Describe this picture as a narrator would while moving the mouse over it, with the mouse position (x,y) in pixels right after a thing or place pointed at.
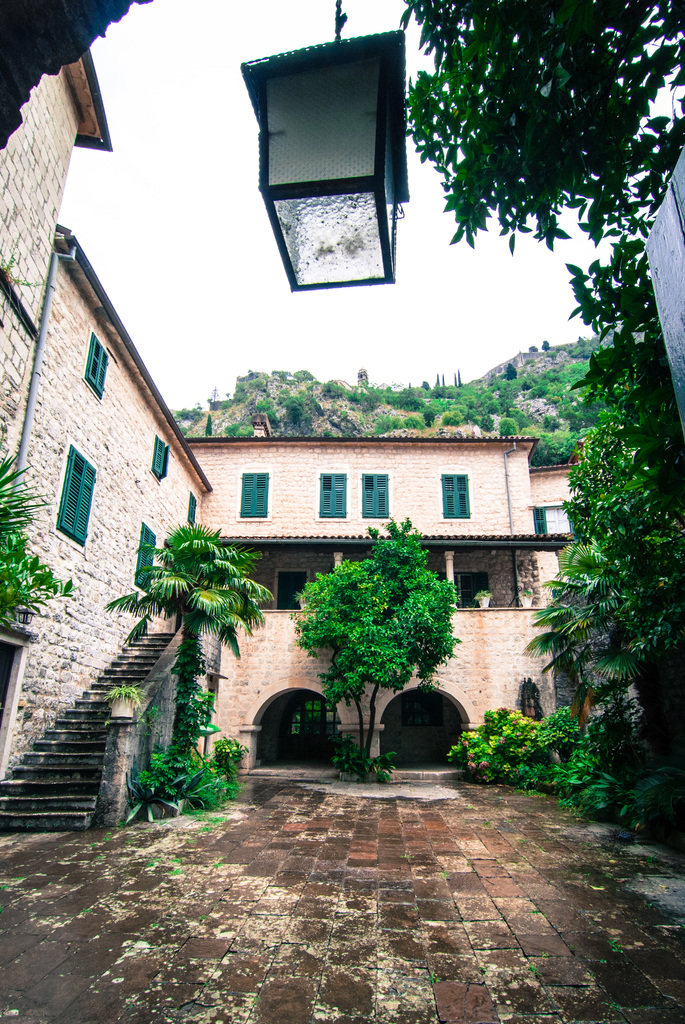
In this image in the center (349,673) there are trees (347,658). On the right side (586,579) there are trees (650,379) and there is a wall (684,296). In the front (356,228) on the top (341,215) there is an object (313,175) which is black in colour hanging and in the background (140,477) there are trees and there is building (270,503) and the sky (223,318) is cloudy.
